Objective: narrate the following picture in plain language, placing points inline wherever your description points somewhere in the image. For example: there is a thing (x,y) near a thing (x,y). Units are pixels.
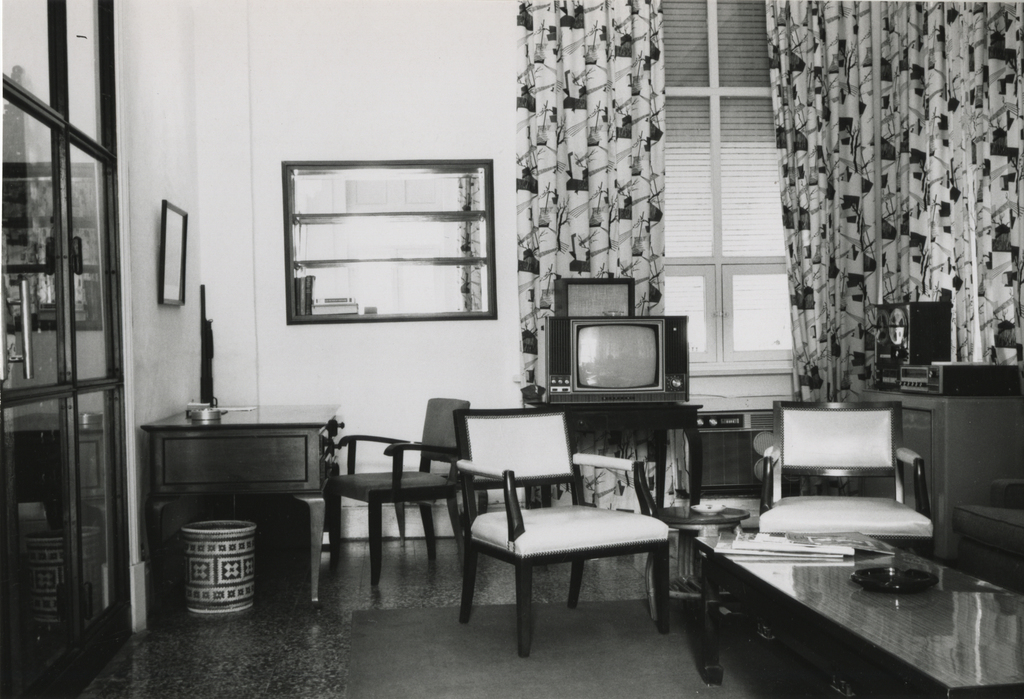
This is a black and white image and here we can see some books (812,540) and a plate (874,585) on the table (965,664), there are chairs (498,471) and we can see a stand (220,450) and some objects (210,408) are placed on it and there is a television (604,338) and some boxes (910,335). In the background (733,178), there are curtains (800,180), windows (698,172), shelves (381,215) and there is a frame (160,266) placed on the wall (141,338) and there are doors (61,386). At the bottom (211,576), there is bin (219,605) on the floor (337,623).
